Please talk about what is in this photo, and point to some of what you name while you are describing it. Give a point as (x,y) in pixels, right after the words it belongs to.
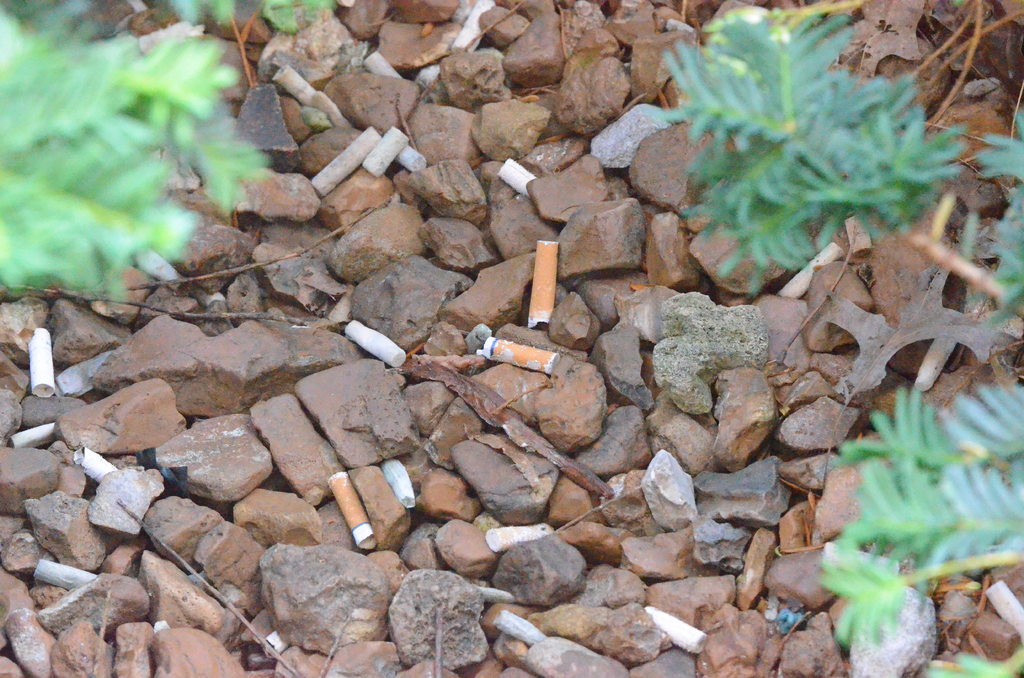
In this picture we can see few stones (392,258), plants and filters of cigarettes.
